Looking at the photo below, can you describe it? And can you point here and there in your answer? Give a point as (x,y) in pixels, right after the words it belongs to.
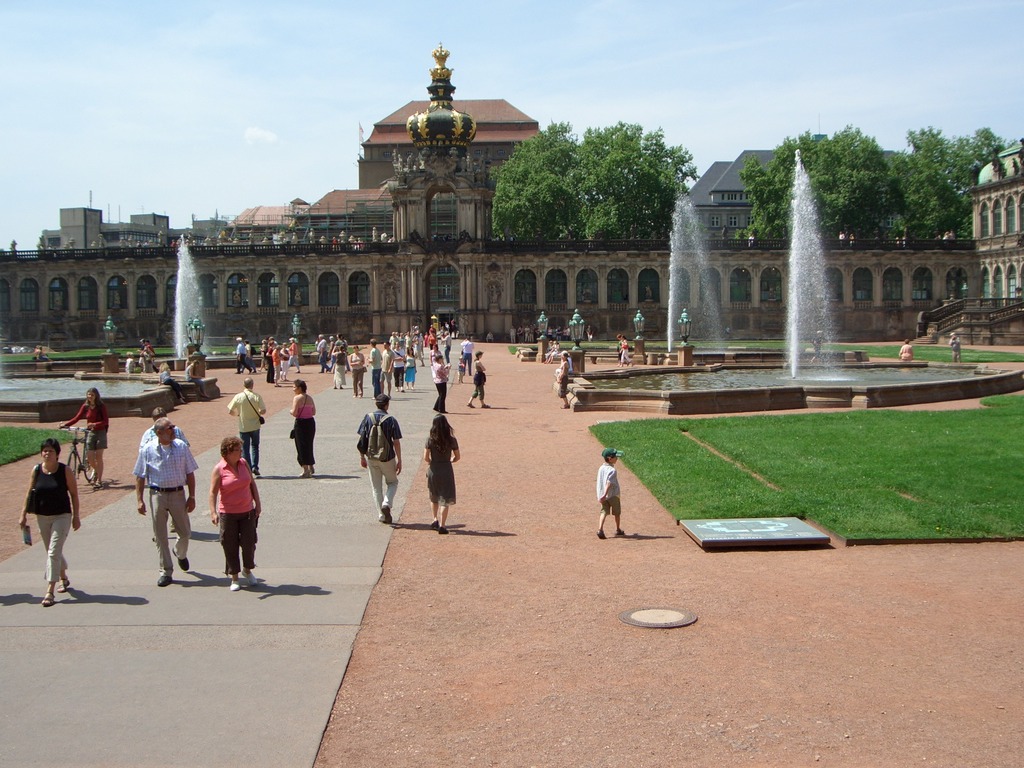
In this image I can see group of people (249,428) among them some are walking and some are standing. Here I can see water fountains (711,309). In the background (399,251) I can see buildings (437,249), trees (645,184) and the sky (324,101). Here I can see the grass (864,491).
